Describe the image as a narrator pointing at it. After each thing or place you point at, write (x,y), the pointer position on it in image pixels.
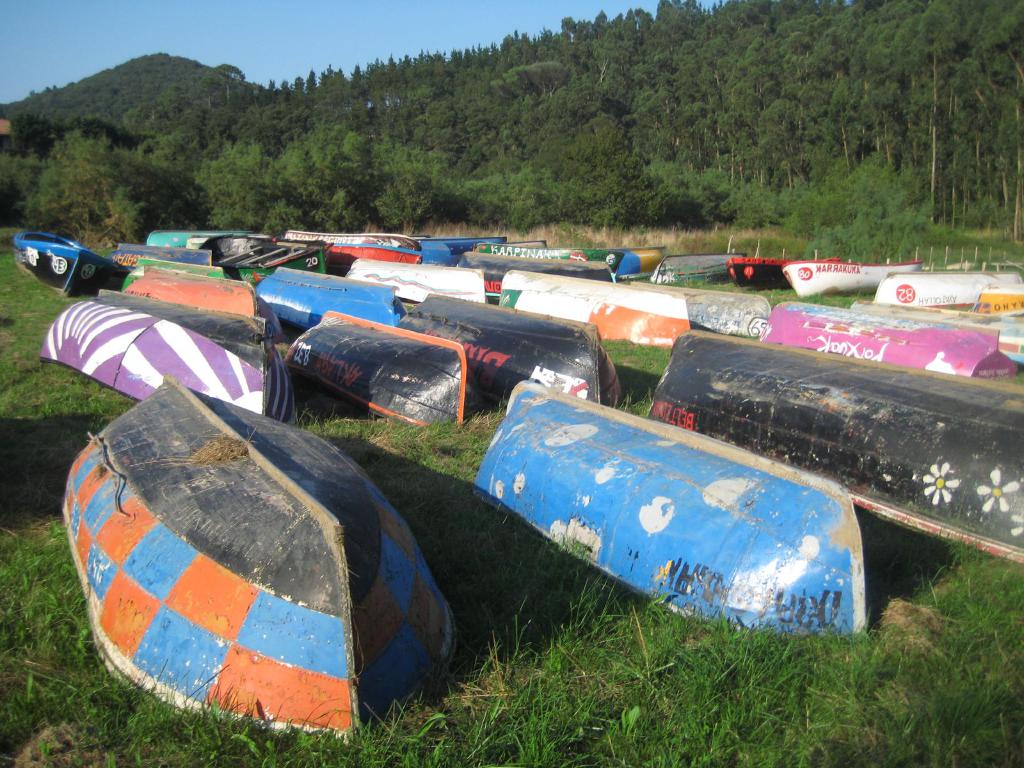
In this image we can see boats (532,376) placed on the ground (636,354) in rows, trees (318,155) and sky (391,52).
